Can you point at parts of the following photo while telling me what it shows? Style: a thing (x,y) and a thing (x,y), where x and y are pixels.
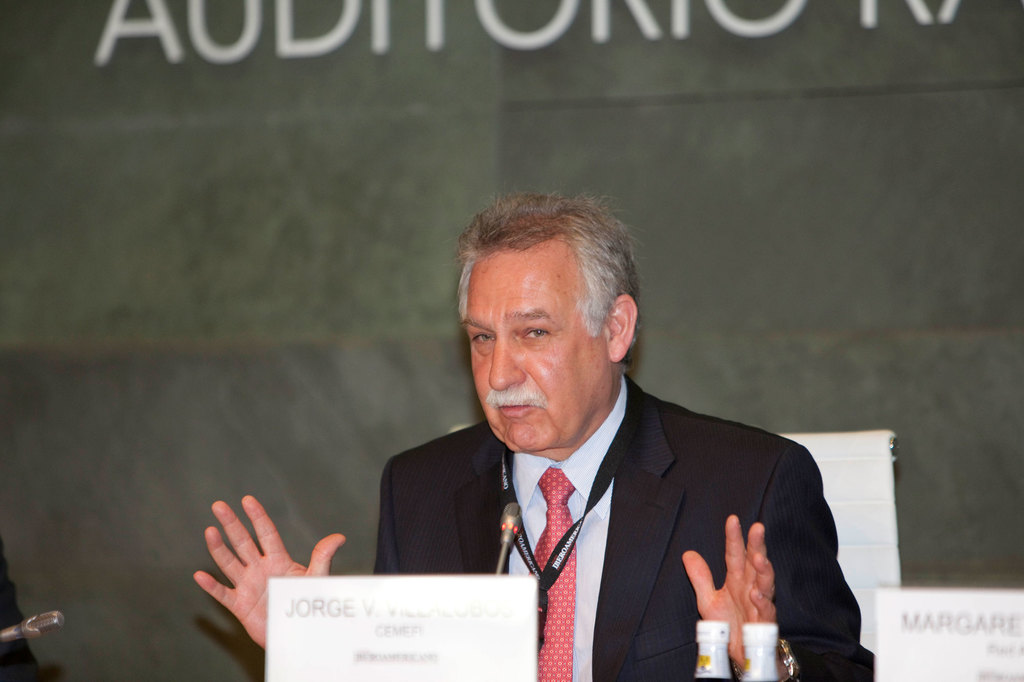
This image consists of a man (258,607) wearing a black suit (667,578). He is sitting in front of a table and talking in a mic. In the front (502,644), we can see two bottles (774,667) and a name board (474,651). In the background (283,325), there is a wall (277,84).
